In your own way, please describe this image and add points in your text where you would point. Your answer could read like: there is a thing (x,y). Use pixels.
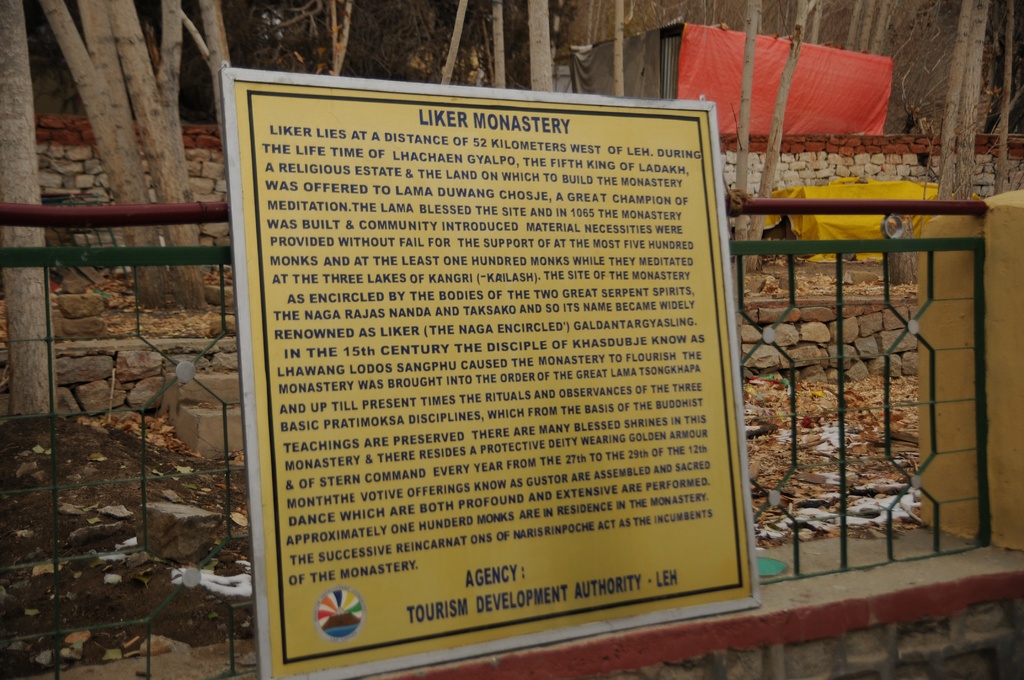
In this image we can see there is a board (582,366) and grille (856,248). In the background (560,35) there are branches (801,32), clothes (794,99) and walls (817,142).
